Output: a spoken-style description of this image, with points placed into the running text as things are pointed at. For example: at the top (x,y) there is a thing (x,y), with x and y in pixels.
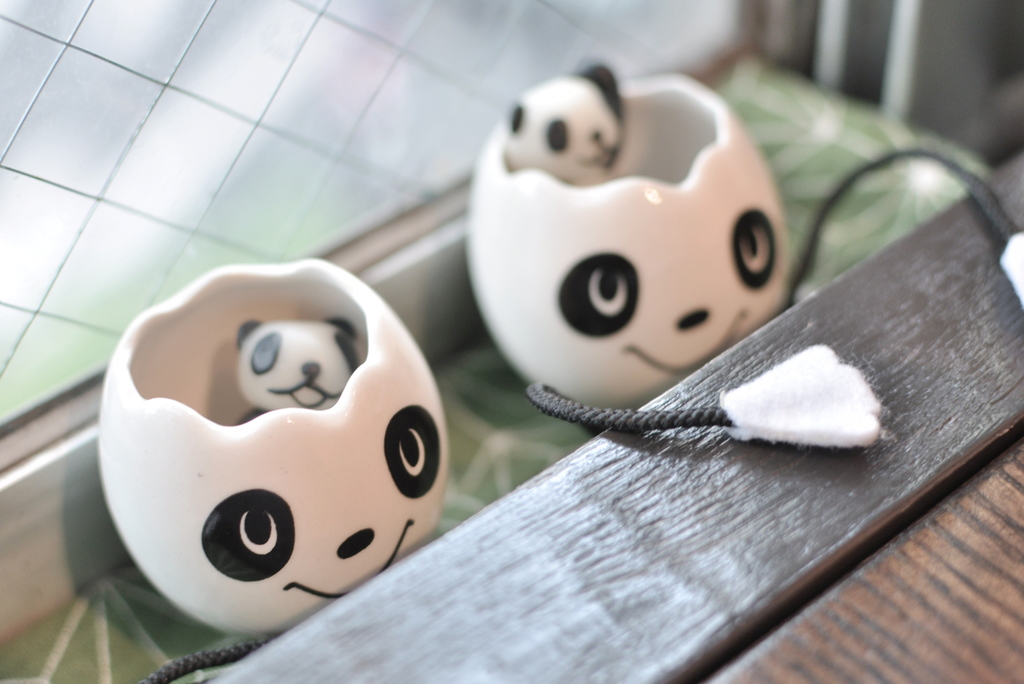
In this image there are two toys (329,354) with threads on an object (482,475), and at the background (105,26) there is window (100,83).
